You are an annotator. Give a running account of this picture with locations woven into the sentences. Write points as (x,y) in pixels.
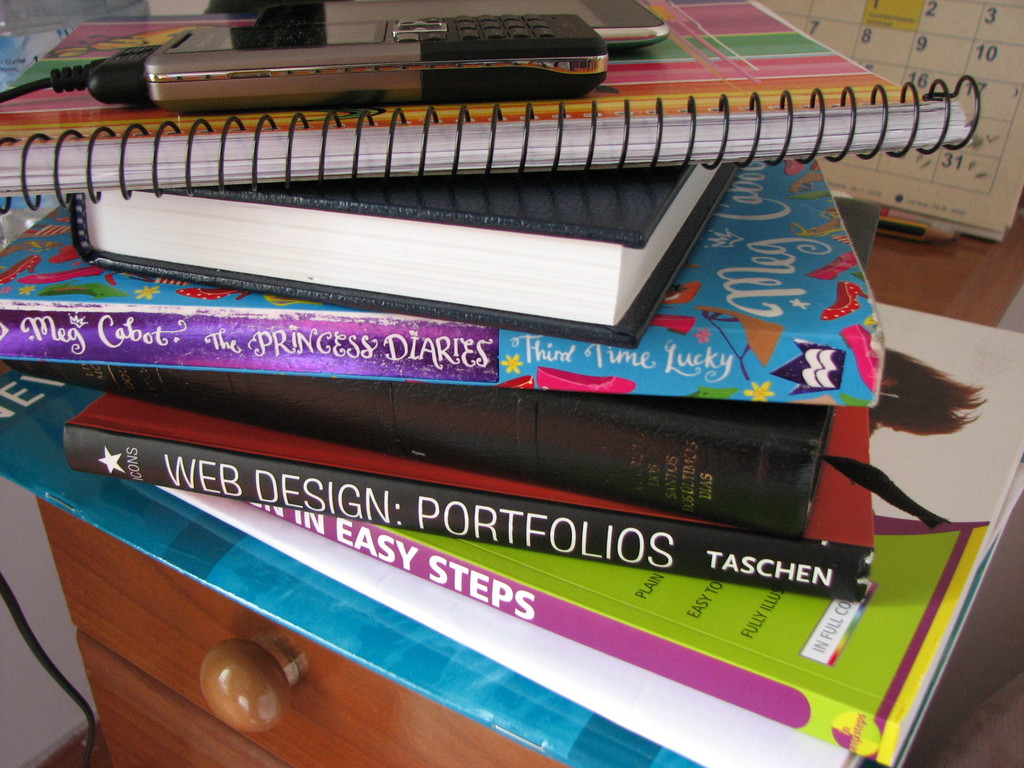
in this image i can see lots of books (359,373). on the top (368,73) there is mobile phone (310,75). below that there is a notebook (488,116) and other books (839,474). behind books (842,507) there is a pencil (915,229) and a calendar (941,42).
